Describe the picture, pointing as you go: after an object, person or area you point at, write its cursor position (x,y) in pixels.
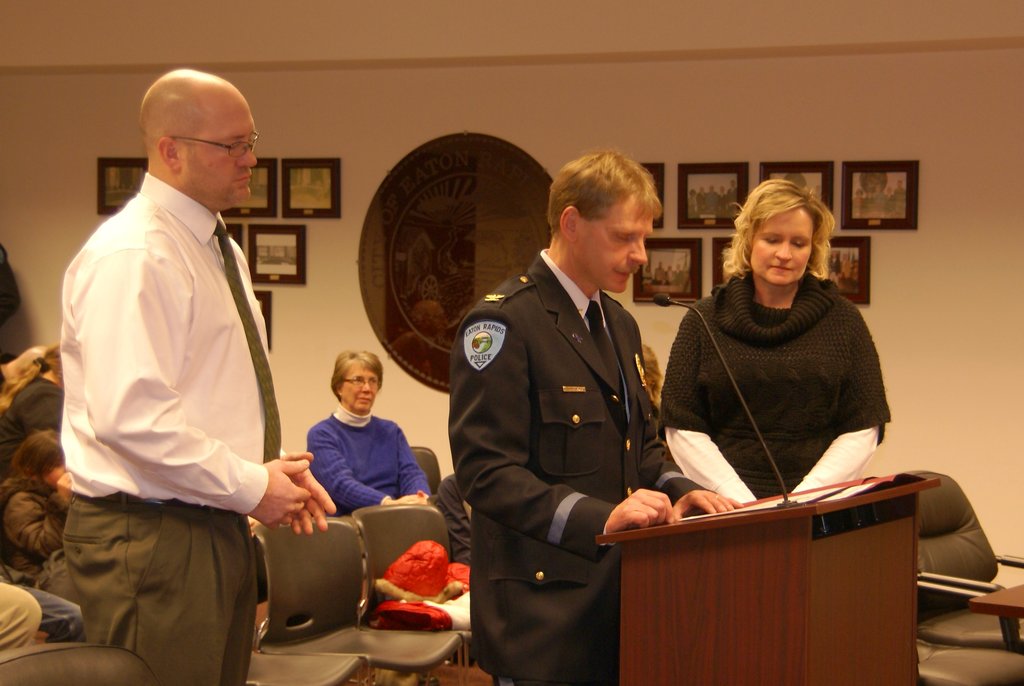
In this picture, we see two men (630,507) and a woman (729,266) are standing. The man (604,402) in the middle of the picture (562,354) is wearing a black blazer (566,434). In front of him, we see a podium (808,572) on which papers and a microphone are placed. He is talking on the microphone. Behind him, we see the clothes (419,549) in white and red color are placed on the chair (431,538) and behind that, we see people (15,505) are sitting on the chairs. In the background (519,77), we see a white wall (365,164) on which photo frames (675,255) are placed. On the right side (975,611), we see a table (1004,605) and empty chairs (949,589).
